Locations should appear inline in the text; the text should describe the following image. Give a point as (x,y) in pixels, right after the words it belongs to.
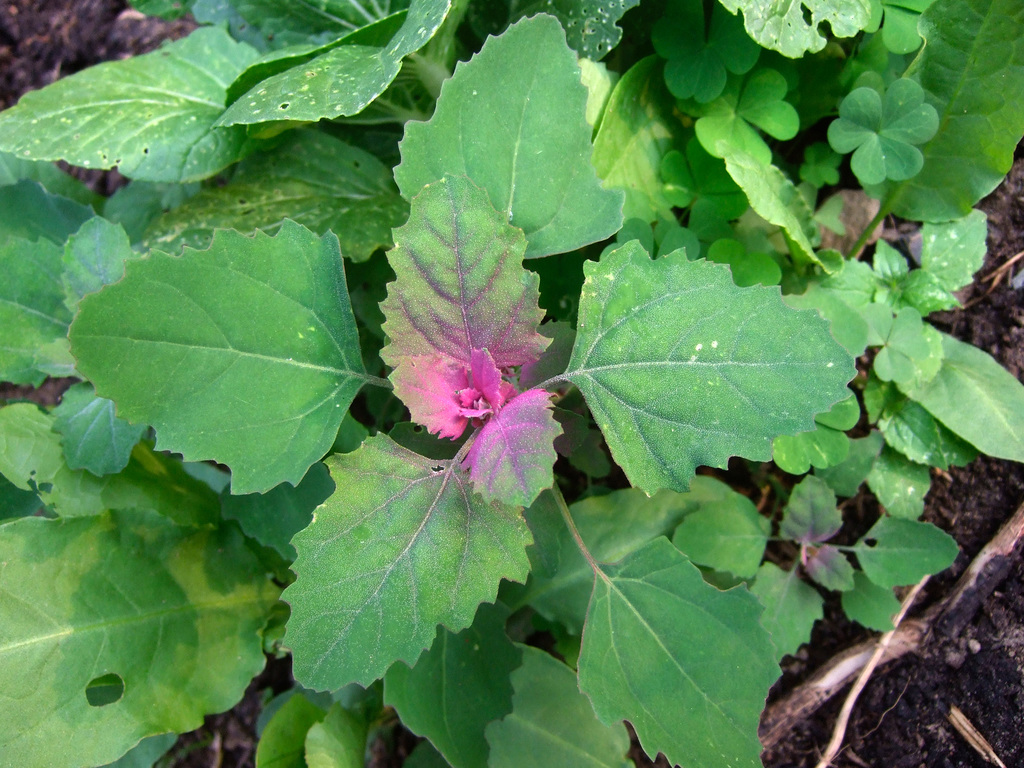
In this picture I can see the green plants (454,357).
